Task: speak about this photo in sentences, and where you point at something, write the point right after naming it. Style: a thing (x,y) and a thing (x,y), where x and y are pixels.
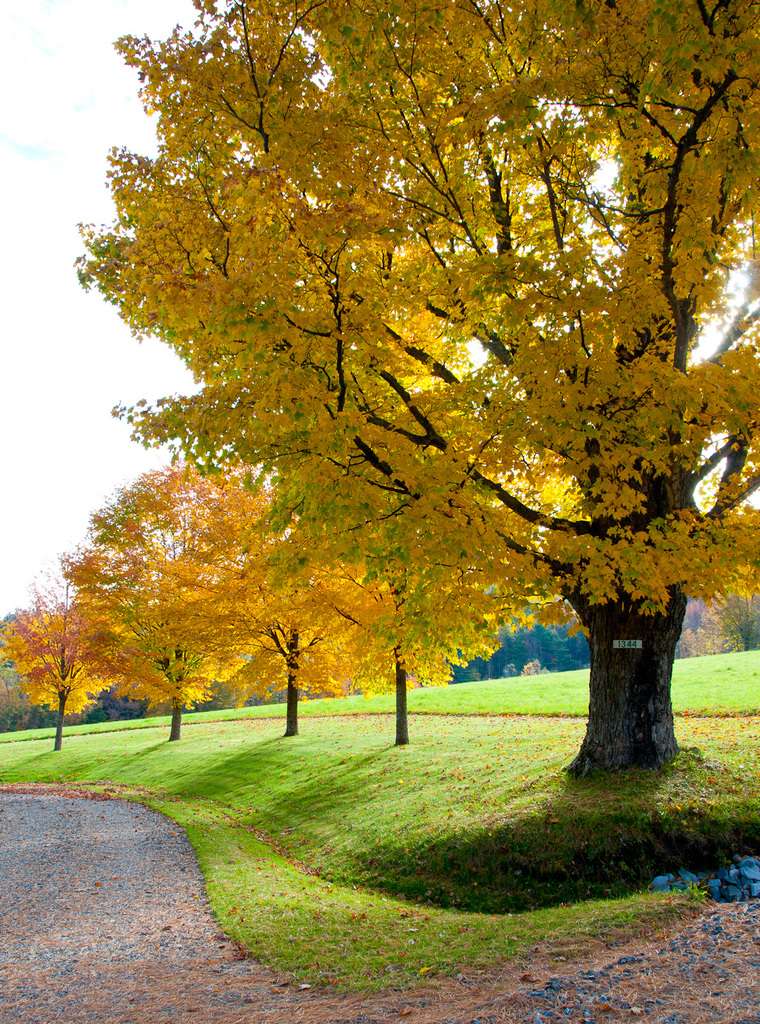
In this image in front (74,898) there is a road (79,923). On the right side of the image (517,698) there is grass (545,722) on the surface (574,720). In the background of the image (200,613) there are trees (207,539) and sky (40,416).
